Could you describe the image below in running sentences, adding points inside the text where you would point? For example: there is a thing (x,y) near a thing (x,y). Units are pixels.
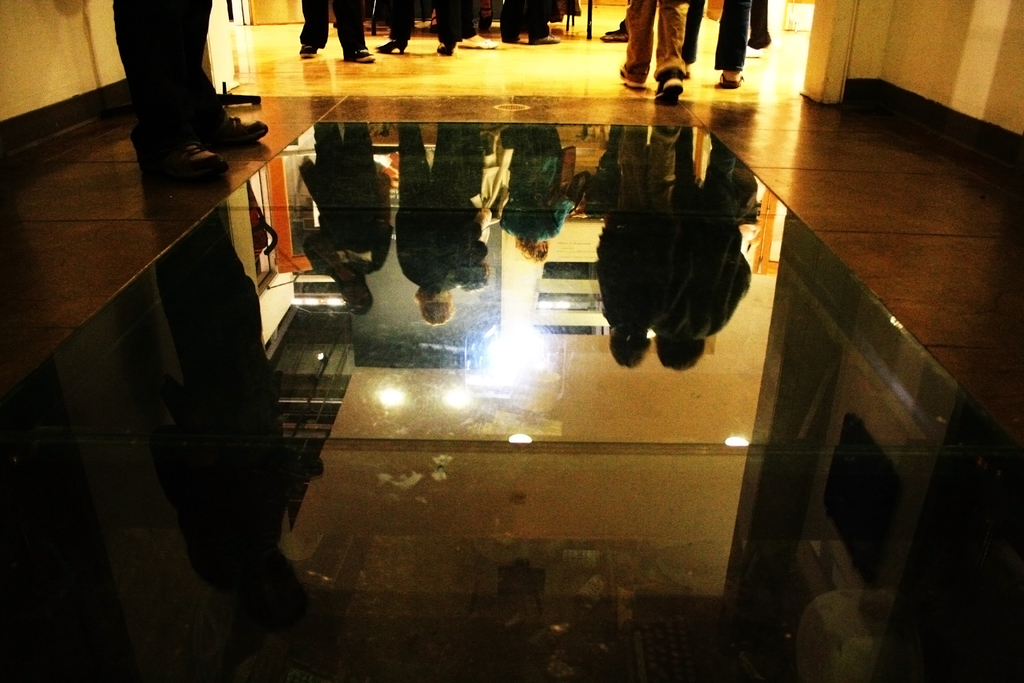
In this image at the bottom (645,497) there is floor (475,456) and on the floor (254,249) we could see reflection (539,249) of some persons (659,320), light (476,372) and some objects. And at the top of the image (756,14) there are some persons (170,46) walking.
